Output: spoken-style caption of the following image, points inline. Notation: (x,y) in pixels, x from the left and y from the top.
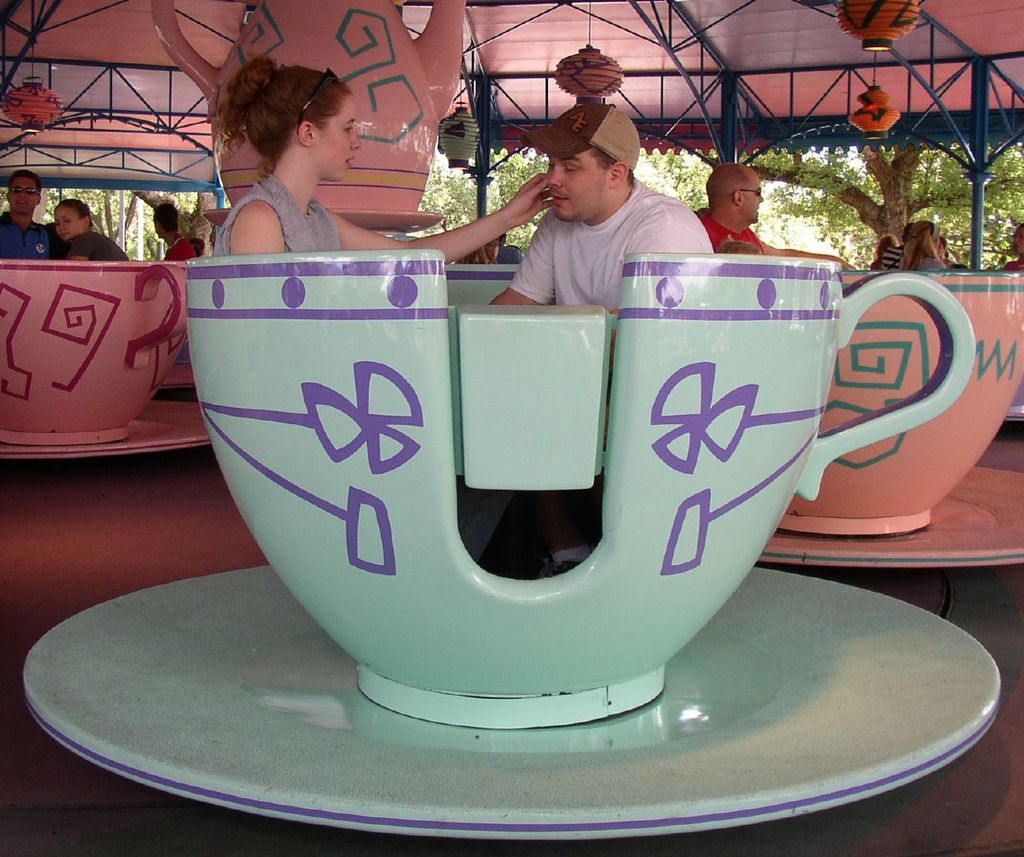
In this picture we can see spinning rides (576,365) which is in cup and saucer shaped. Here we can see a woman (280,159) who is sitting near to the man (583,248). Here we can see group of persons (900,255) sitting on the cups (934,292). On the top (549,24) there is a shed (657,24). In the background (473,156) we can see many trees (818,228). Here it's a sky (791,235).
